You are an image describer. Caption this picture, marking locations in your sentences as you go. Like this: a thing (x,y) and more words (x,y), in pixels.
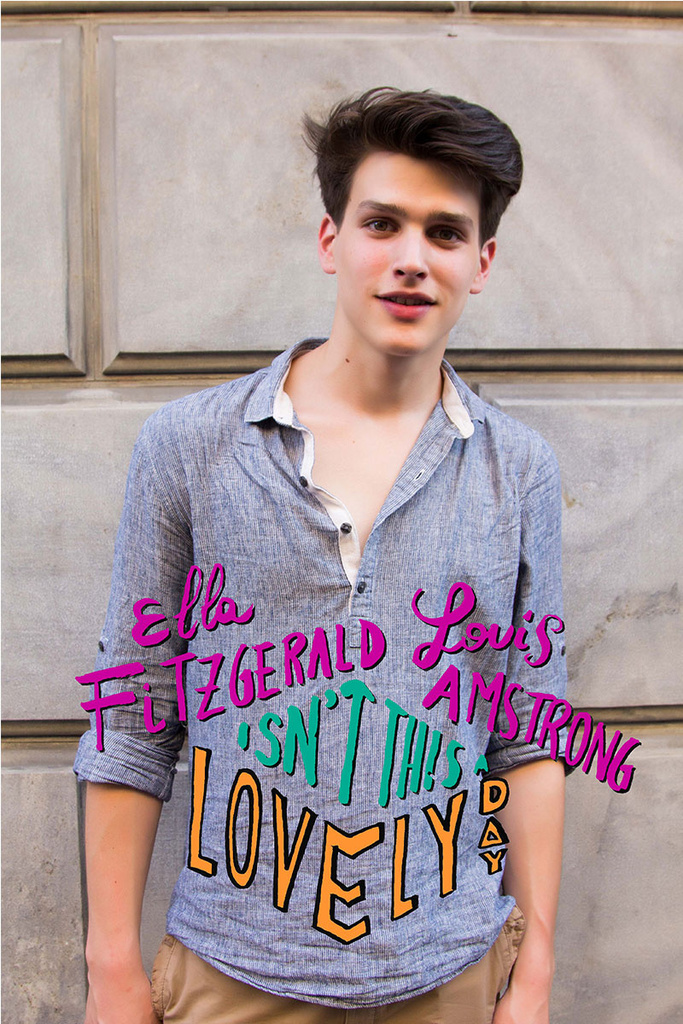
In the center of the image (235,520) there is a man (230,948). In the background of the image (339,76) there is wall (65,494). There is some text (295,653) in the center of the image (298,679).
